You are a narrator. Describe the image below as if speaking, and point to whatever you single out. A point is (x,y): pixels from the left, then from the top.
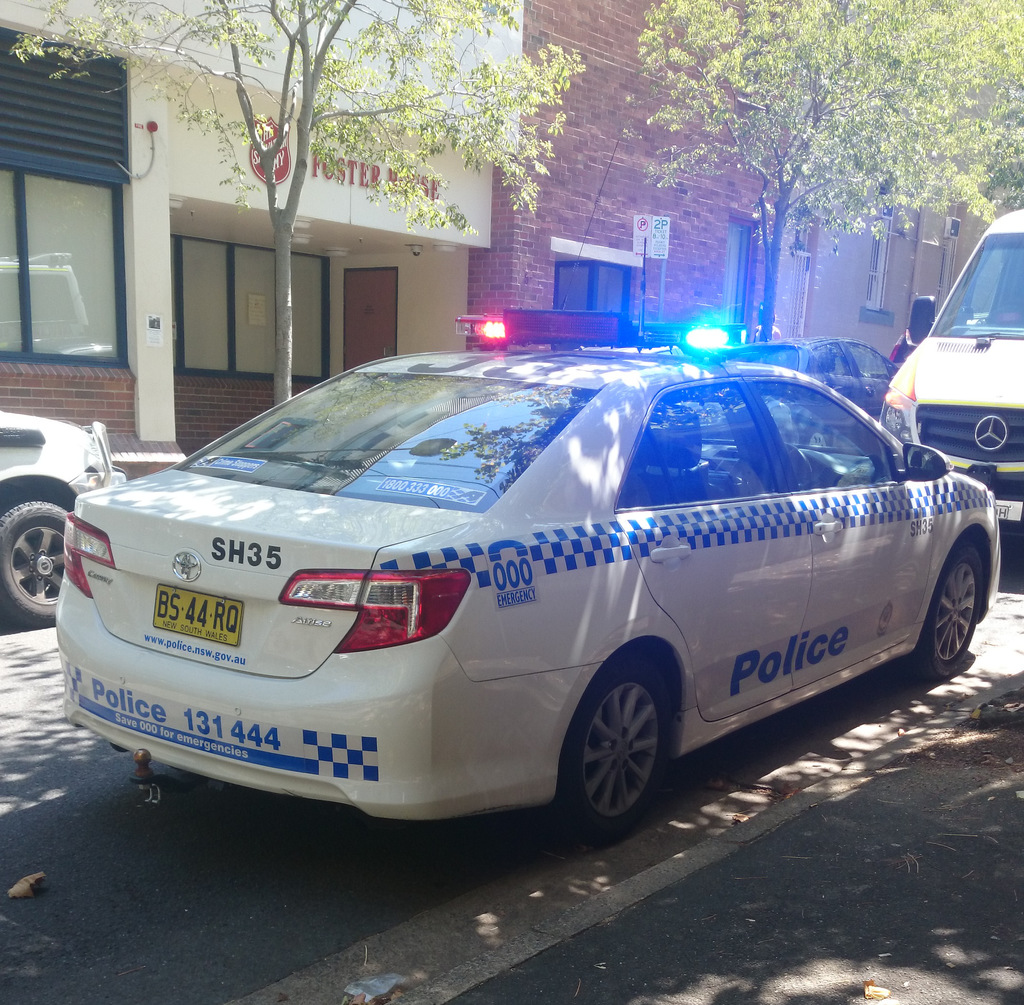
In this image there are vehicles (153,500) on a road (50,747), in the background (309,98) there are trees (378,101) and buildings (358,249).
